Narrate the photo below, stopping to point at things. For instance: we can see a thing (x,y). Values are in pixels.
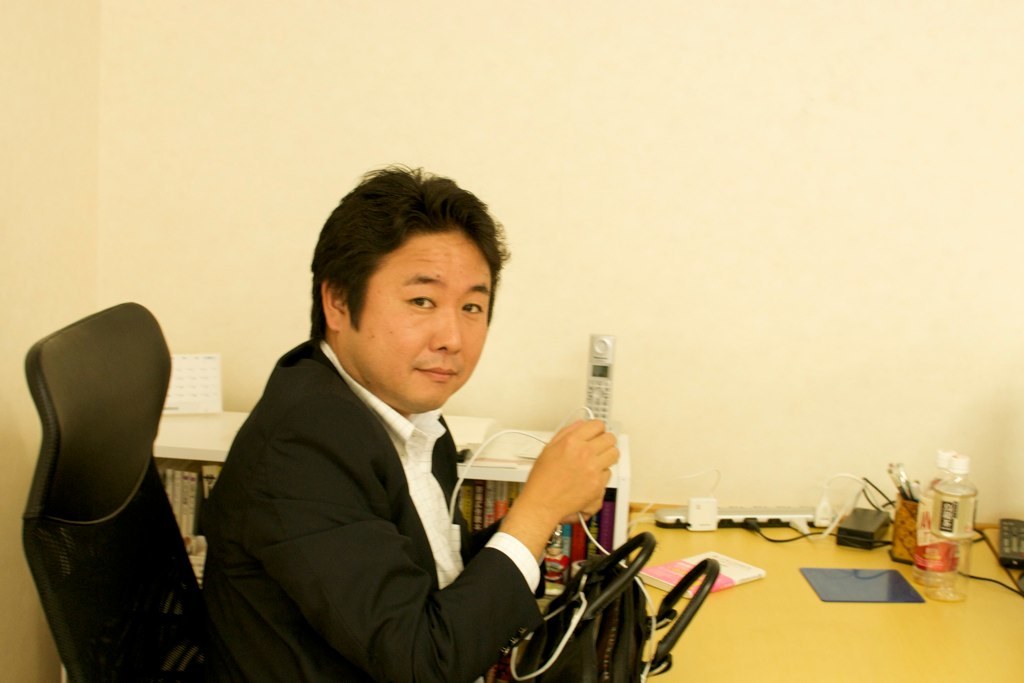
In this picture we can see a man (433,415) who is sitting on the chair (79,501). He is in black color suit (391,522) and this is bag (623,585). There is a table (850,636). On the table (1004,575) there is a bottle (930,568), and a book (665,577). On the background (824,182) there is a wall (817,185).
